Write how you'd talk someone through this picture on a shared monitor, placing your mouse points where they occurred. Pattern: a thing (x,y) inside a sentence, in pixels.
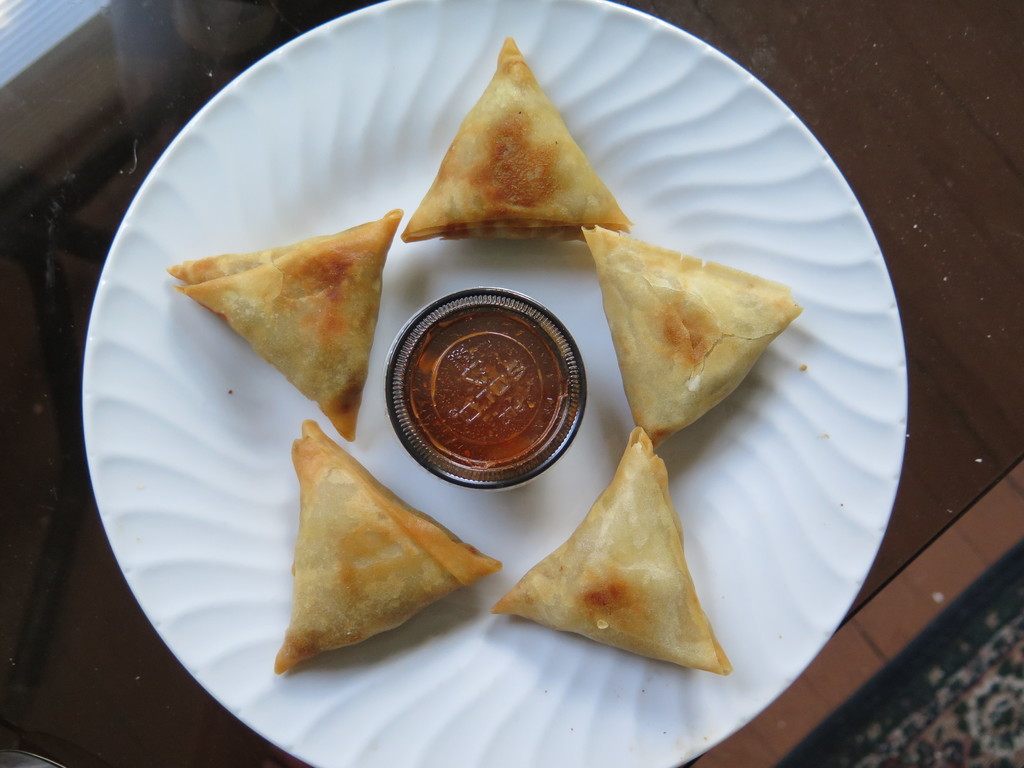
In this picture there is a food (723,327) on the plate (780,531). There is a plate (846,596) on the table (955,451). In the bottom right (940,738) there is a mat (894,694).
